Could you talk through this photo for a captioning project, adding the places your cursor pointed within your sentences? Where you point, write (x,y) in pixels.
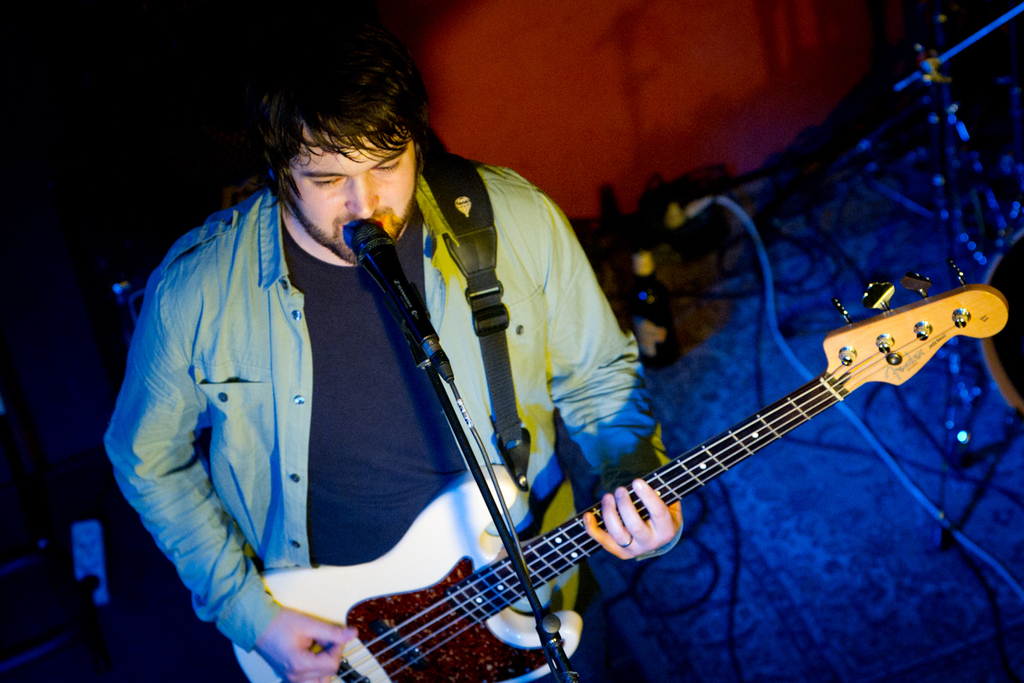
In this picture we can see a man (237,363) who is standing in front of mike (365,263). He is playing guitar (975,300). There is a bottle (642,262). And this is the floor (901,595).
